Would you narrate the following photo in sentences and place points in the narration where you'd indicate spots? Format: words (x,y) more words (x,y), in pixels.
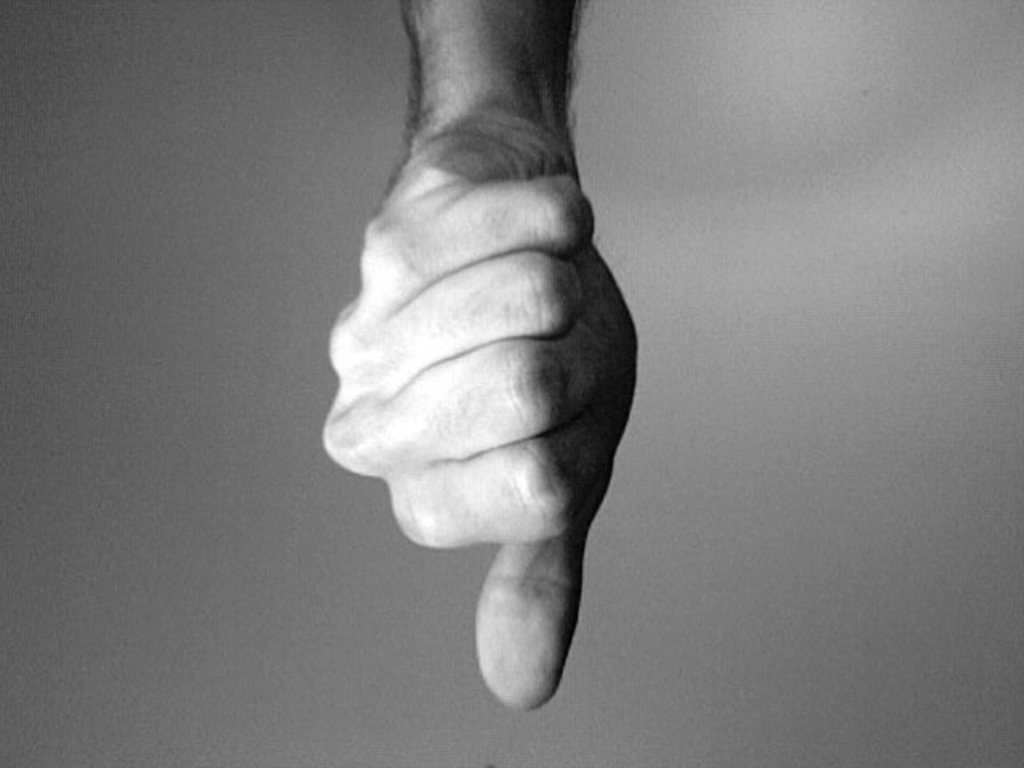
This is a black and white image. This is the hand (492,374) of a person (515,555) showing thumbs (532,606) down.
